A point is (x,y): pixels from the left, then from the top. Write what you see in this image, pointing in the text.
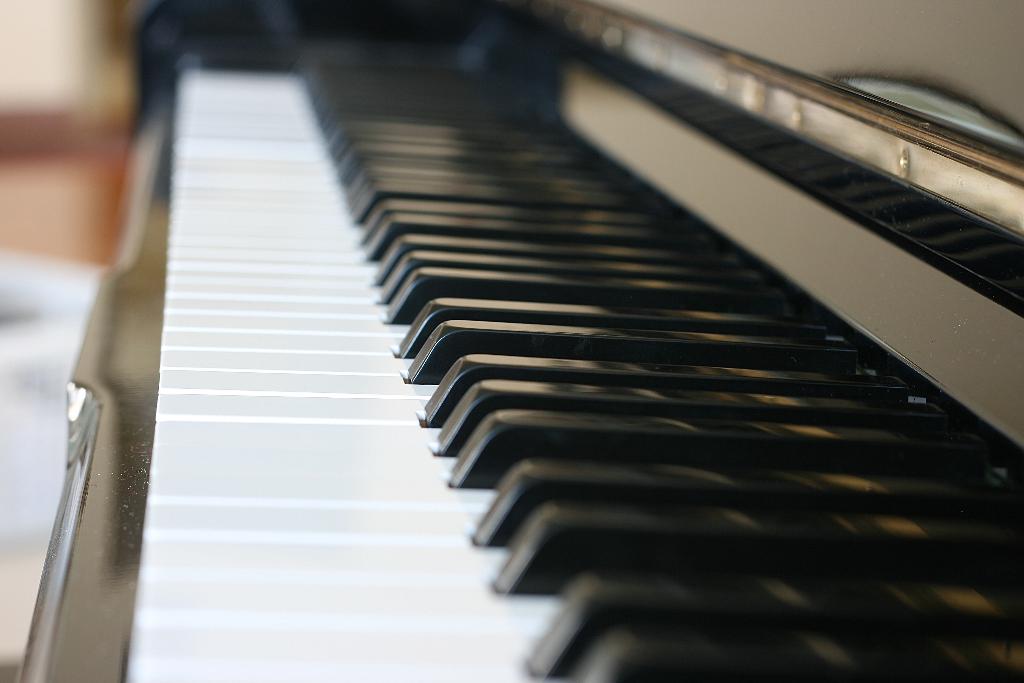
As we can see in the image there is a black and white color musical keyboard (373,410).
